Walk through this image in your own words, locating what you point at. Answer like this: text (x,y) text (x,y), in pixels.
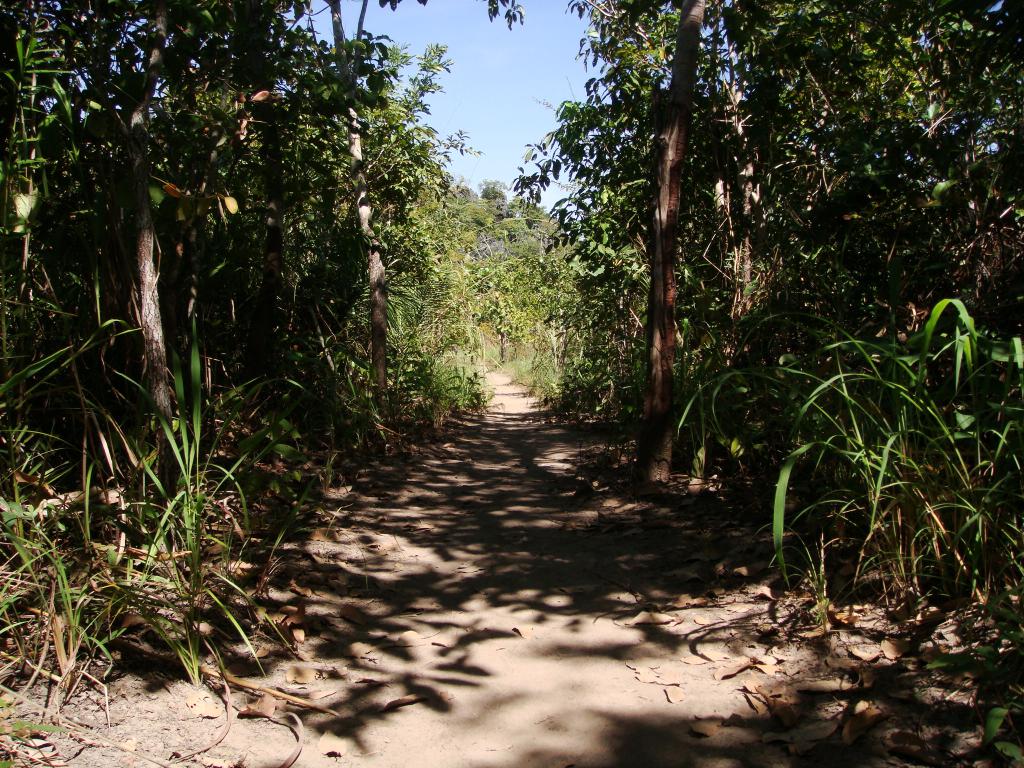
In the image we can see in between there is a footpath (488,483) and on both sides there are lot of trees (380,370).
